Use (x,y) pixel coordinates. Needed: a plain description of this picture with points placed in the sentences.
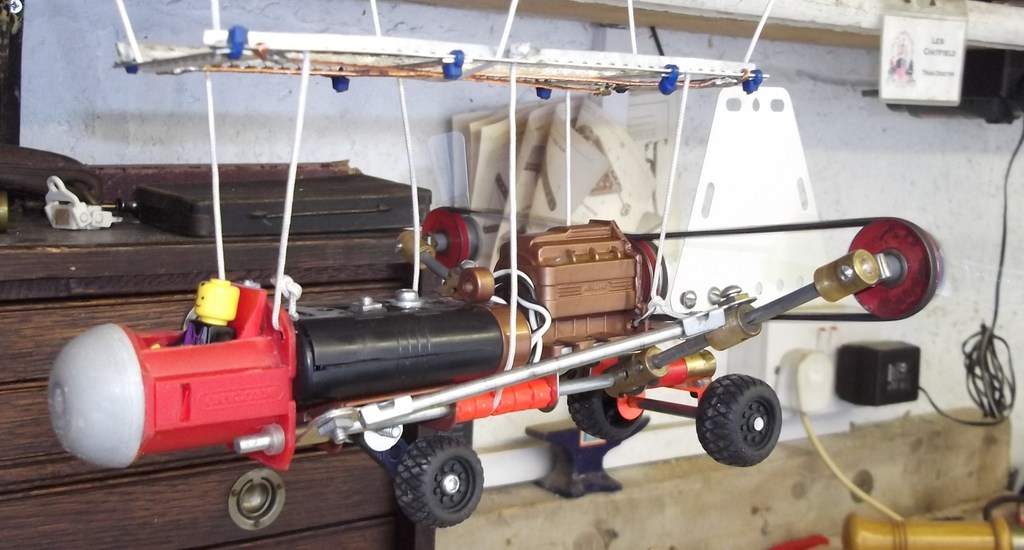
In this picture we can observe a toy (488,409) hanged to the white color mesh (330,59). This toy (368,334) is in red and black color. We can observe a brown color desk (8,379). There are some papers (545,152). In the background (855,143) there is a wall (428,131) which is in white color.
